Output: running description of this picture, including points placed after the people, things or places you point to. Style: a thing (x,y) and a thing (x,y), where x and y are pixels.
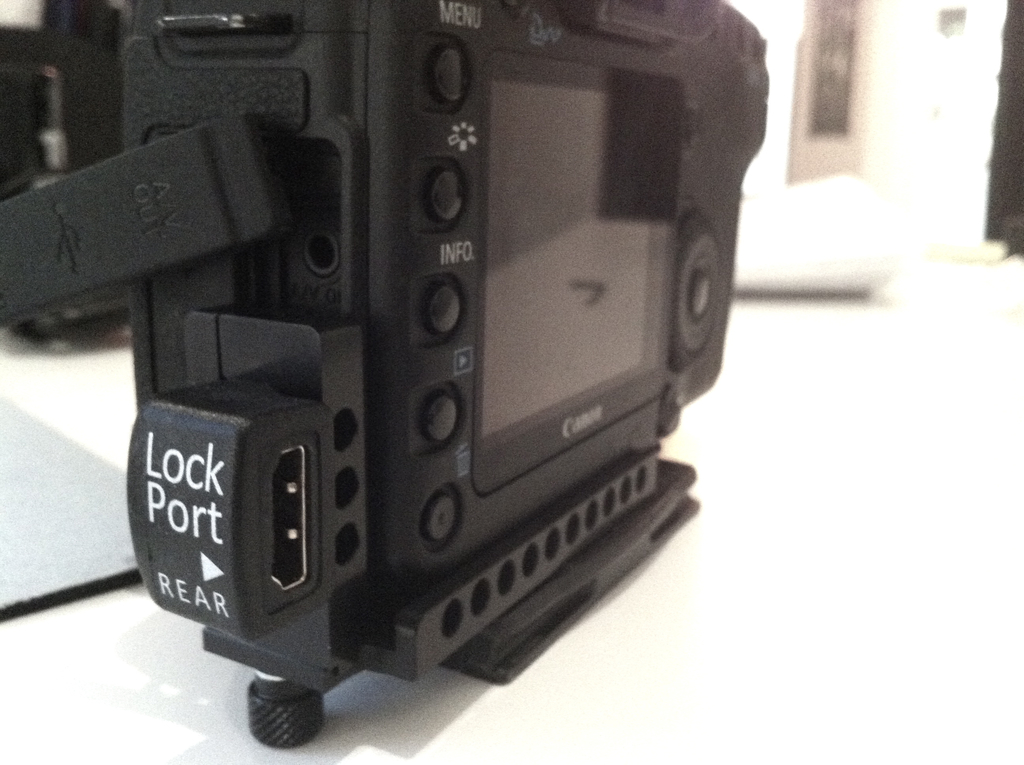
In this image we can see a camera (402,301) on the surface (691,734).
